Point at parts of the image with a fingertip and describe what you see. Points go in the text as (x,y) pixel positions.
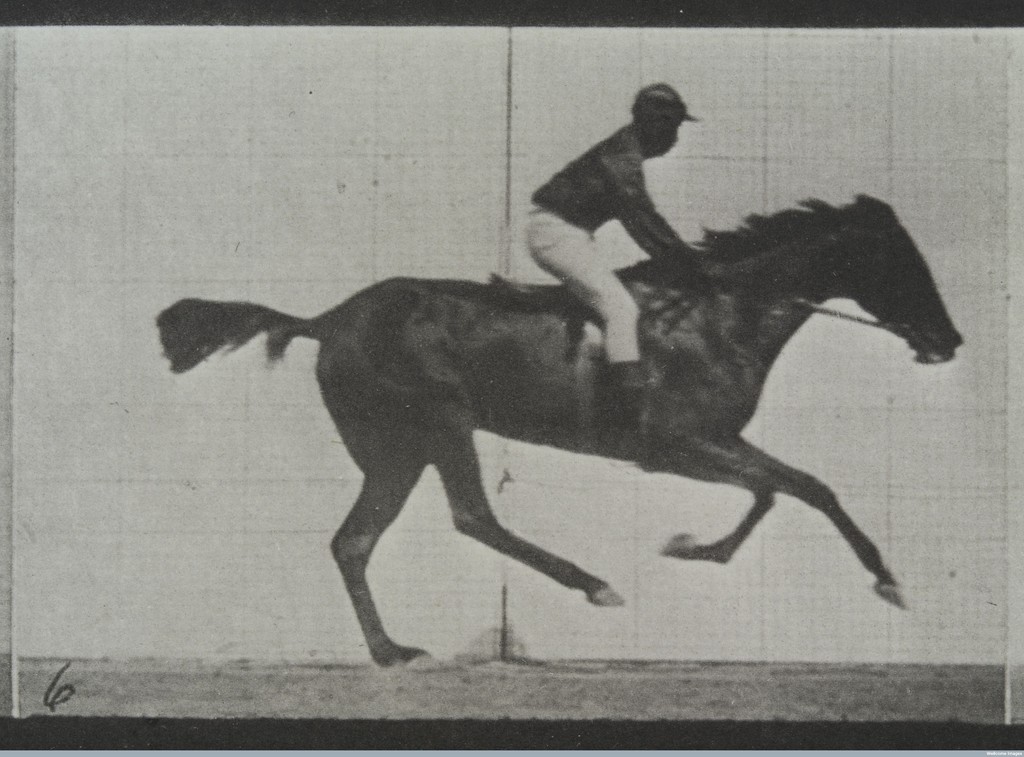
In this image we can see a man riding a horse (874,570) on the ground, and the background (955,552) is a wall (509,183).
